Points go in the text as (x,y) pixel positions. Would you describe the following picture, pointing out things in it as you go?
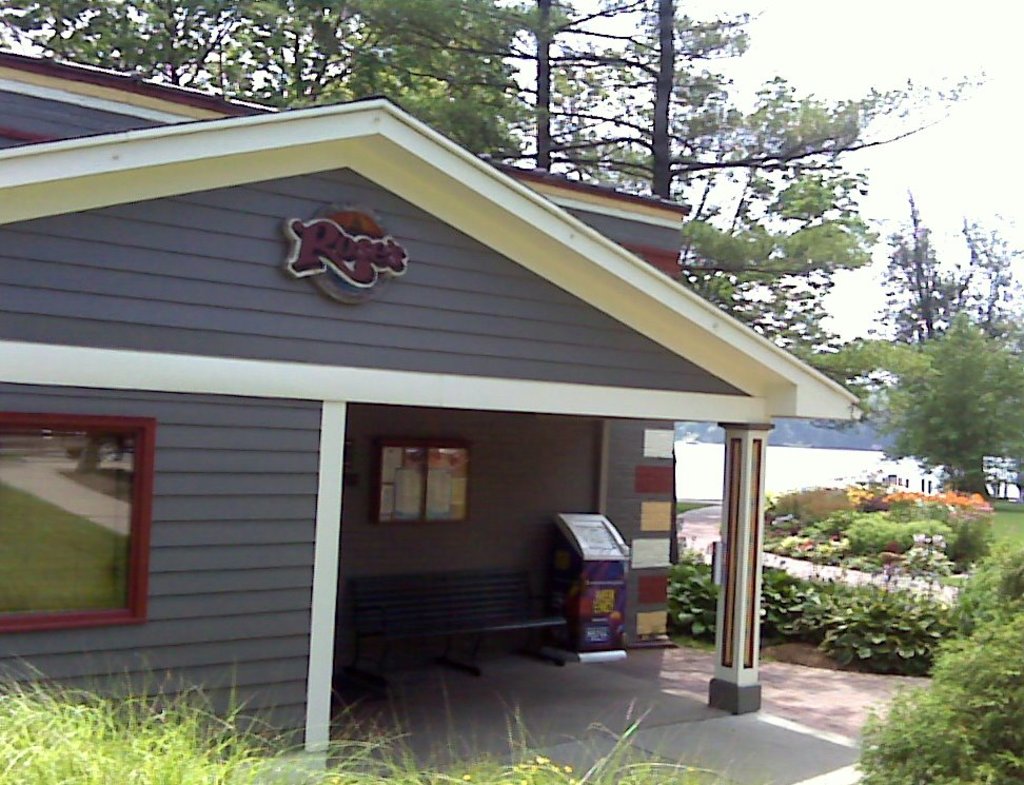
In the picture I can see the house (670,498). I can see the metal bench (464,587) on the floor (507,684). I can see the green grass (51,761) at the bottom of the picture (515,775). I can see the flowering plants (900,648) and trees (838,241) on the right side (941,426). I can see the wooden glass board (59,468) on the wall (215,466) on the left side (50,419).
